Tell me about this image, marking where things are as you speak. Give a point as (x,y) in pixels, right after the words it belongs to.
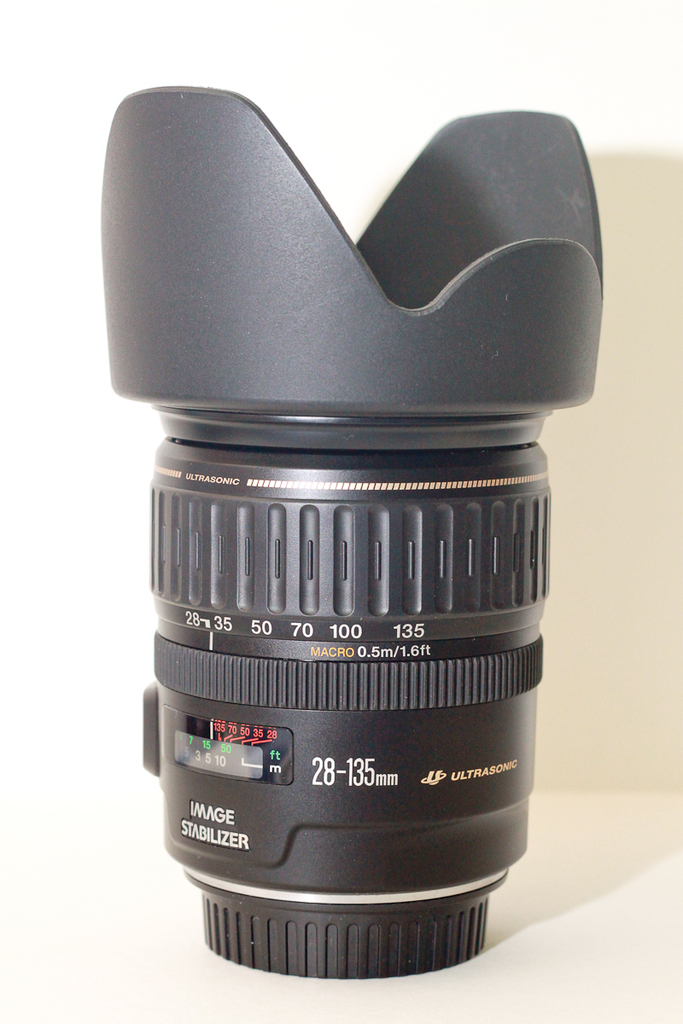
In this image we can see the camera lens (332,859) on the surface (140,923). The background of the image (669,16) is in white color.
